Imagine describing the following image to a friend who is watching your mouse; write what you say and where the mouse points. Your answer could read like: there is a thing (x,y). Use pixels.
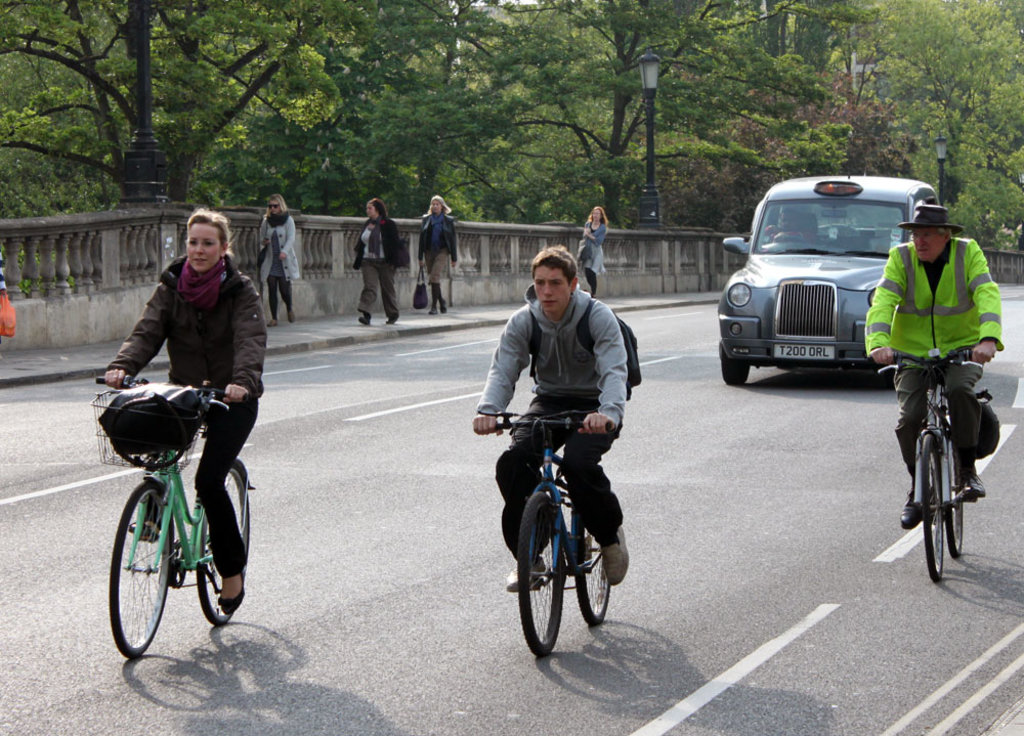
In this image i can see group of people (489,398) some women (381,285) are walking on the footpath (358,323) wearing the shoes (434,305) holding the bag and a woman (244,296) and two man (524,344) are riding the bi-cycle (887,371) wearing the bag (629,363). I can see a car (858,229) on the road (807,391) at the background (654,92) i can see a light pole (654,105), a building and a tree (621,60).
